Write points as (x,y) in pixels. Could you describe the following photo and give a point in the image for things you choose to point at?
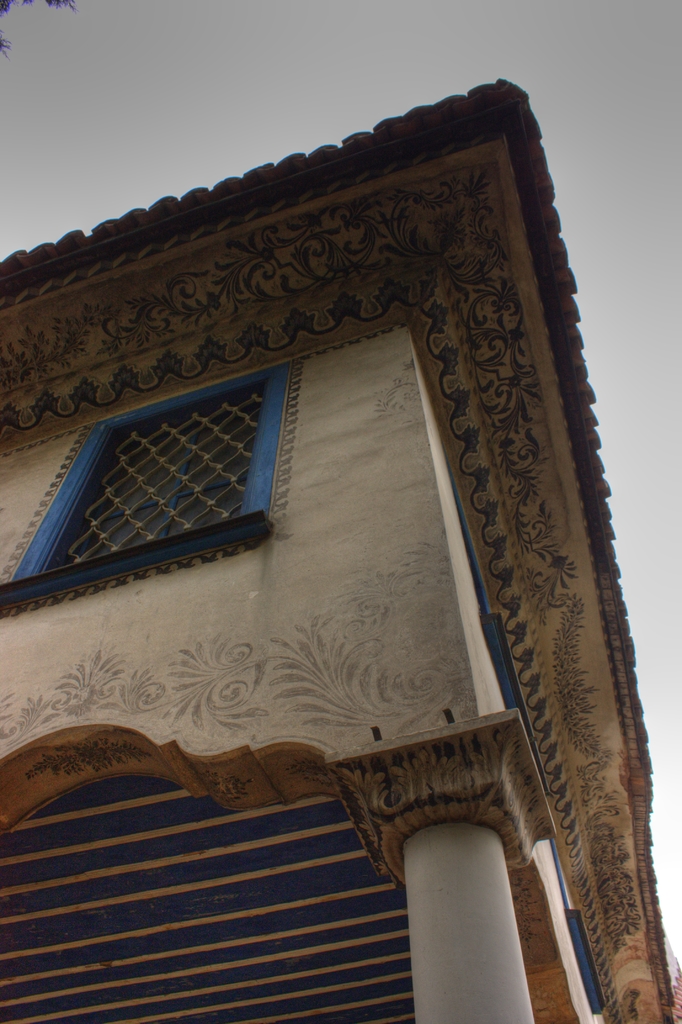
This image is clicked outside. This looks like a building (223,399). There is sky (147,155) at the top (182,132).
